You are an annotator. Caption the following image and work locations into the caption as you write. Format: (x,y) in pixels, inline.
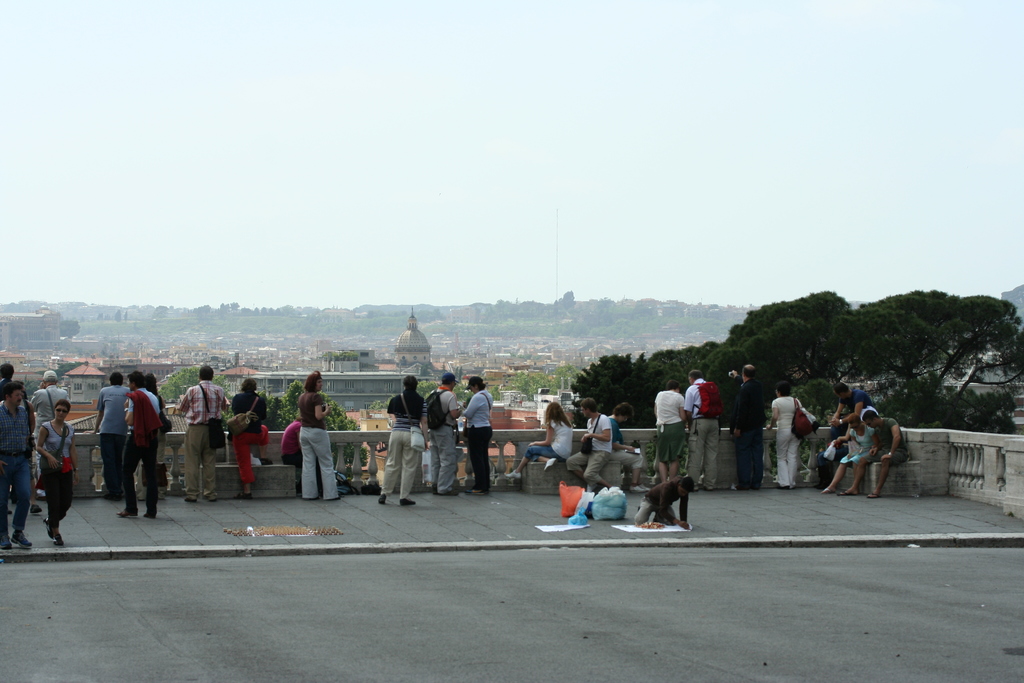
In the picture we can see some group of persons (488,426) standing on floor (541,502) and in the background of the picture (985,168) there are some trees (610,403), houses (399,341) and there is clear sky (360,175).
